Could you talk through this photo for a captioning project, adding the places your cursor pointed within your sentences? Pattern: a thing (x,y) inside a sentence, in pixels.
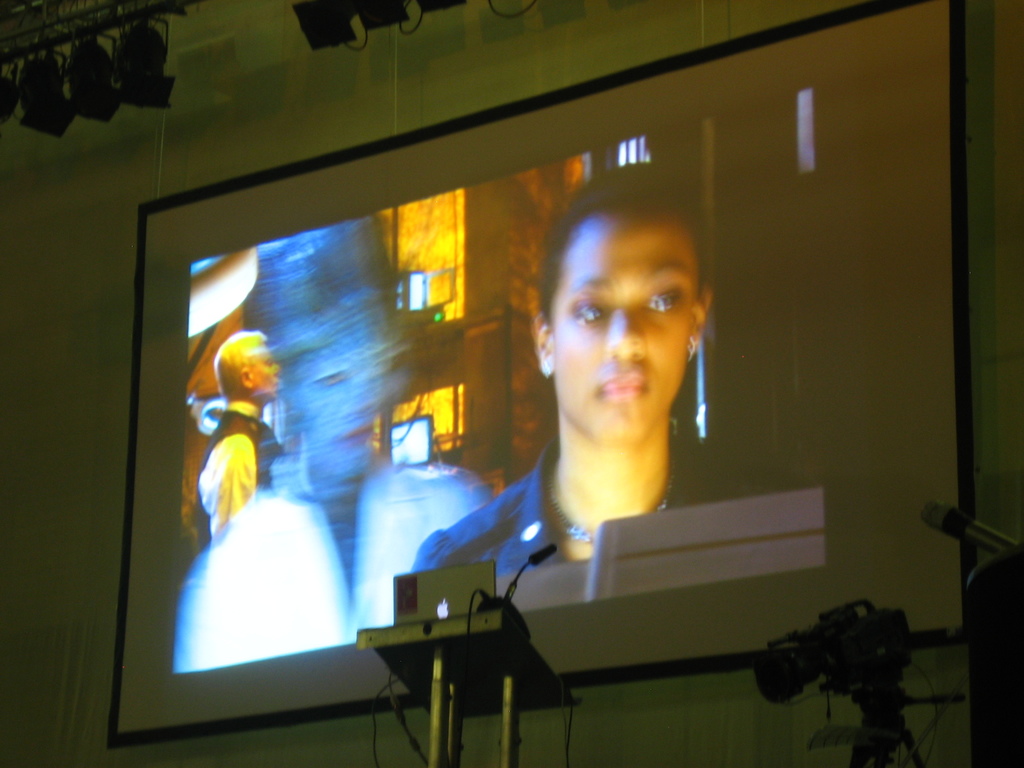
In this image there is a mac book (469,597) and a mike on the podium (432,635), there are cameras (806,656), focus lights (98,105), lighting truss (68,25), and there is a screen (145,338) to the wall (52,287).
